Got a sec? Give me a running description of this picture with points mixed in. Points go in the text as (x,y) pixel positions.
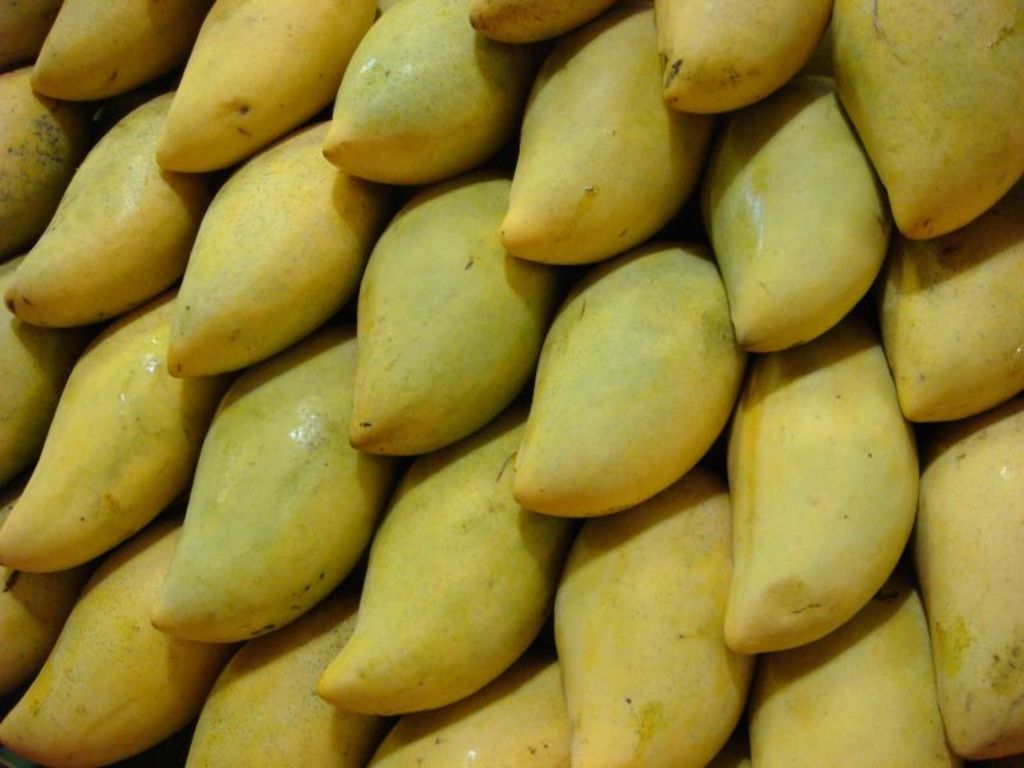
In this picture I can observe mangoes (263,276). These mangoes (561,531) are in greenish yellow color.
